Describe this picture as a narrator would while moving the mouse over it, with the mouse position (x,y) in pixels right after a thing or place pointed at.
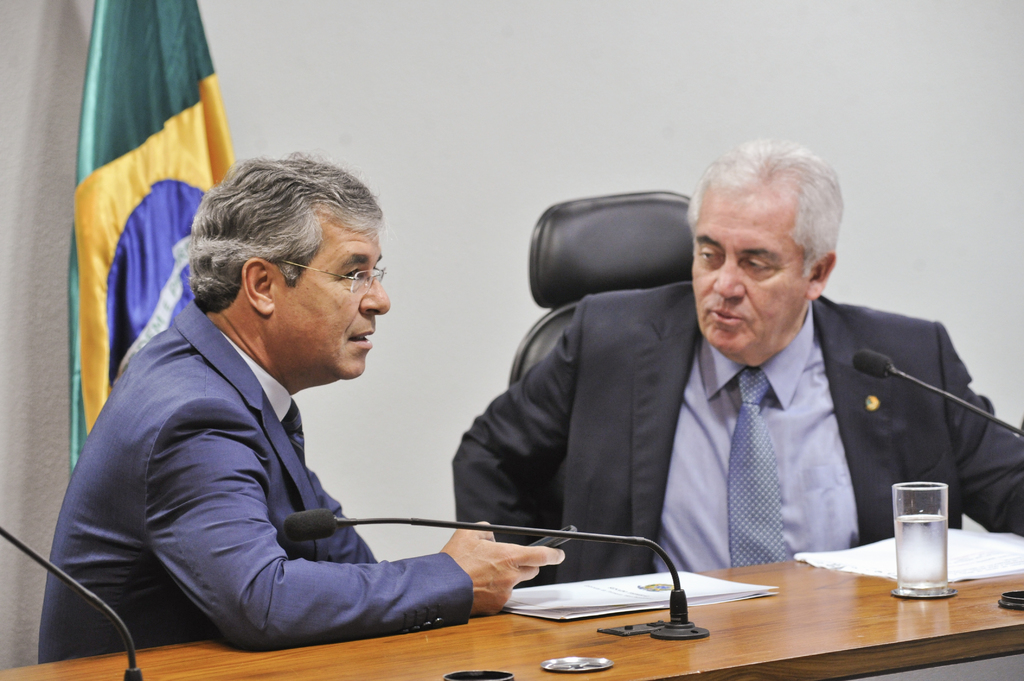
In this image we can see two men (484,452) sitting on the chairs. In that a man (493,542) is holding a cellphone (545,539). We can also see a table (513,631) in front of them containing a glass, mics (670,611) with stand (671,620) and some papers (701,596) on it. On the backside (435,289) we can see the flag (185,238) and a wall (40,333).
